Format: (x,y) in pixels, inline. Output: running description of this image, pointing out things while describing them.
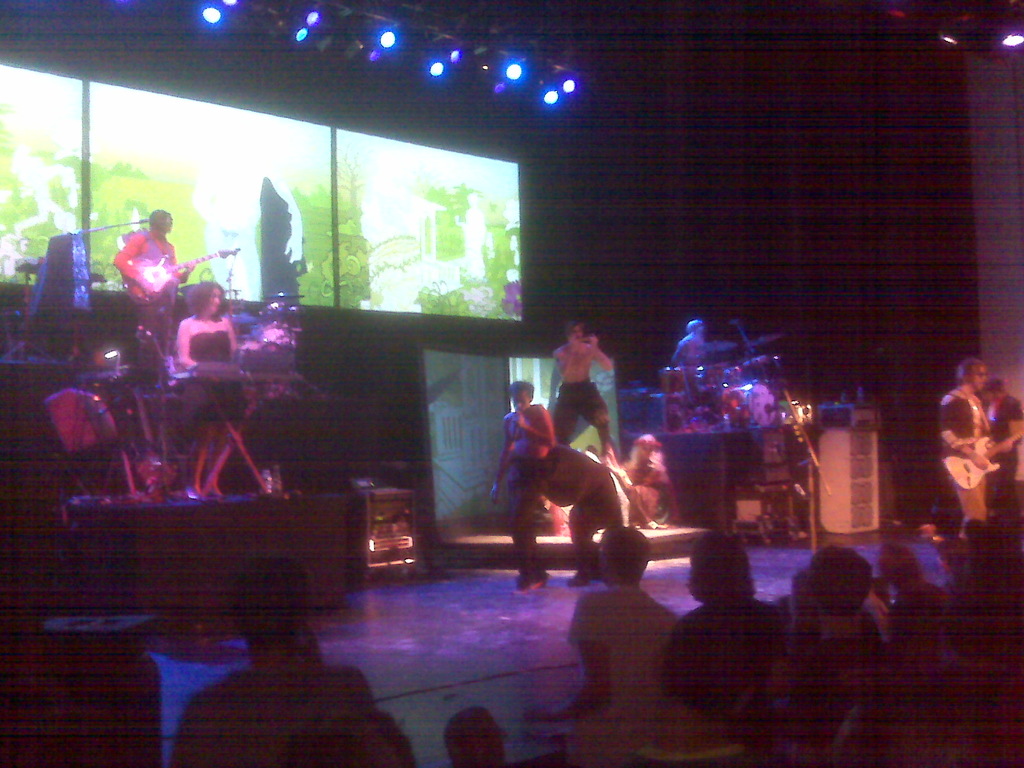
In the image there are people (717,656) in the front (858,641) looking at the people (197,391) who are playing music instruments (236,362) on the stage (199,511). Over the stage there are lights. On stage (421,594) there are many guitarists (983,445) and drum players (692,353).
